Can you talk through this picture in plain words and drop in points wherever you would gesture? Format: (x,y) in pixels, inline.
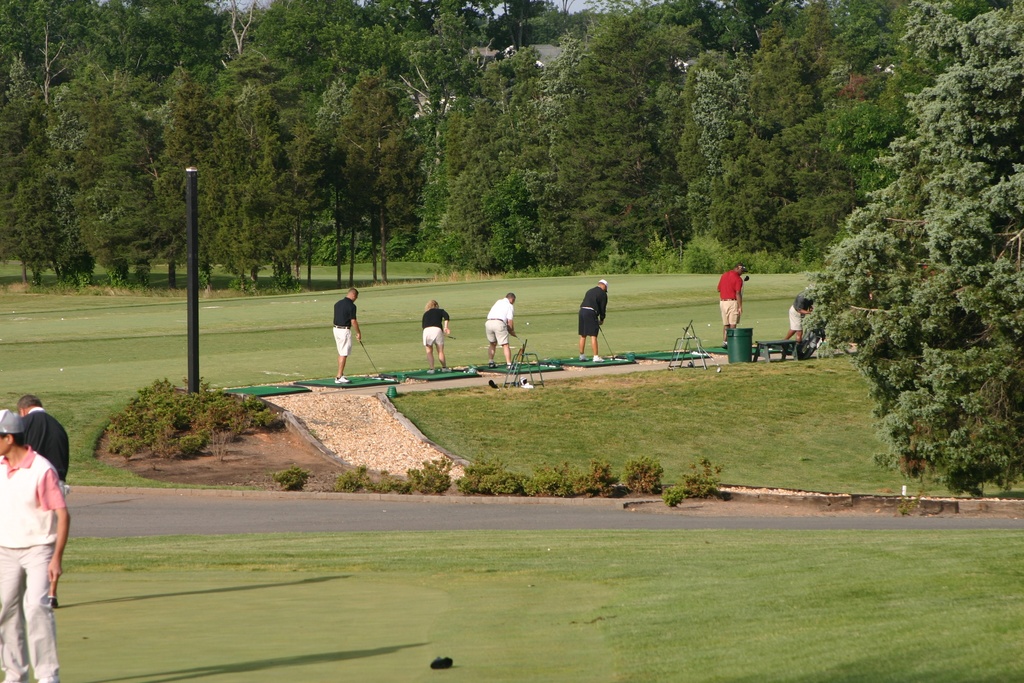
On the left side of the image (220,559) we can see persons (30,469), grass (100,396) and pole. In the center of the image (343,347) we can see many persons (731,289) standing on the grass (699,317) and holding golf clubs (376,373). On the right side of the image (1007,248) we can see a tree (965,310). In the background (58,188) we can see trees (431,248), grass (500,284) and plants (548,268).
